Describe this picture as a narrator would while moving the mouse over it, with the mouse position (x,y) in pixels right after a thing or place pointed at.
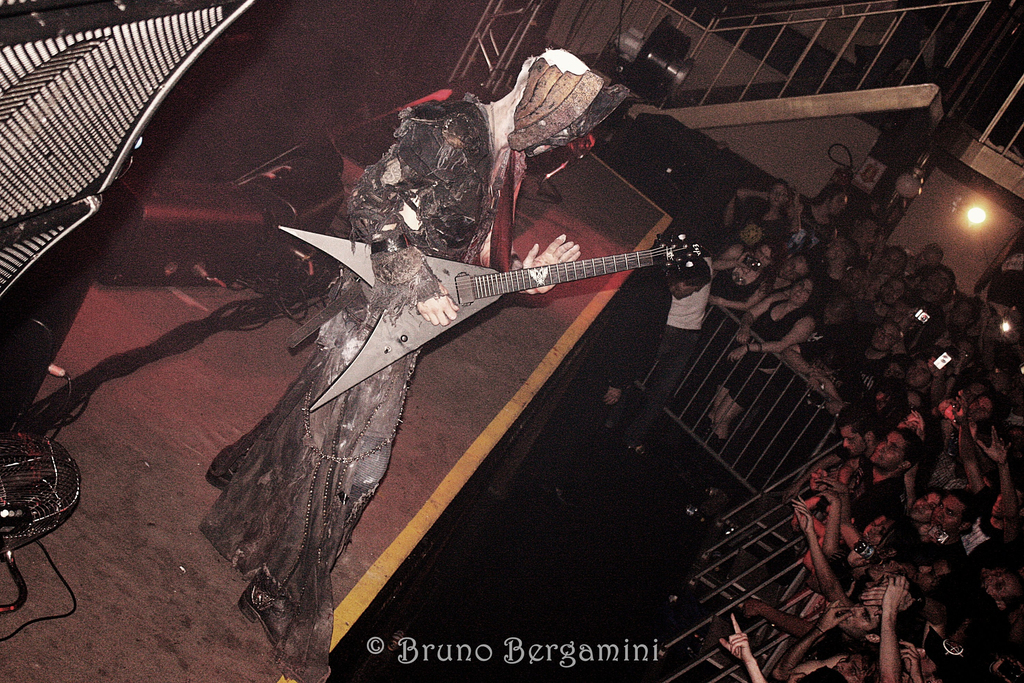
In this image we can see a few people (834,410), some of them are holding cell phones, there is a person (306,466) wearing different costume (372,296) is standing on the stage (420,363), he is holding a guitar (367,369), there is a fencing (739,476), staircase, handrail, there are electronic objects (21,313) on the stage (163,314), also we can see the lights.
